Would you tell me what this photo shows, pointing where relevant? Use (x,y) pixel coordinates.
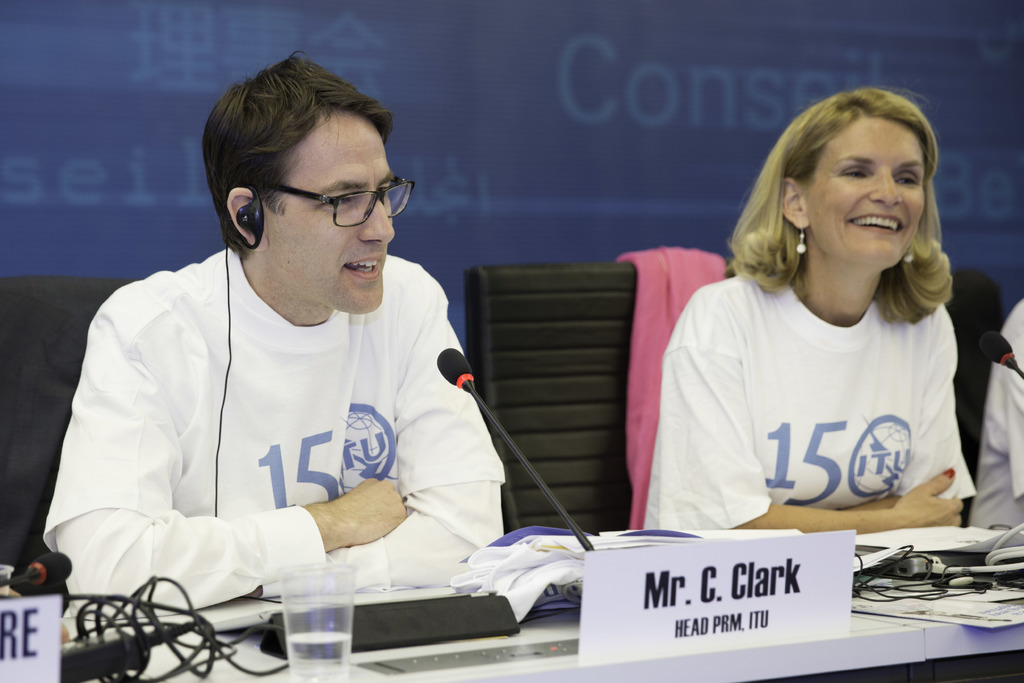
In the image there is a man (374,382) and woman (766,384) in white t-shirt (782,424) sitting on chairs (25,367) in the front of table (984,643) with mic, books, water glass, papers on it, behind them there is blue color wall (508,85).
